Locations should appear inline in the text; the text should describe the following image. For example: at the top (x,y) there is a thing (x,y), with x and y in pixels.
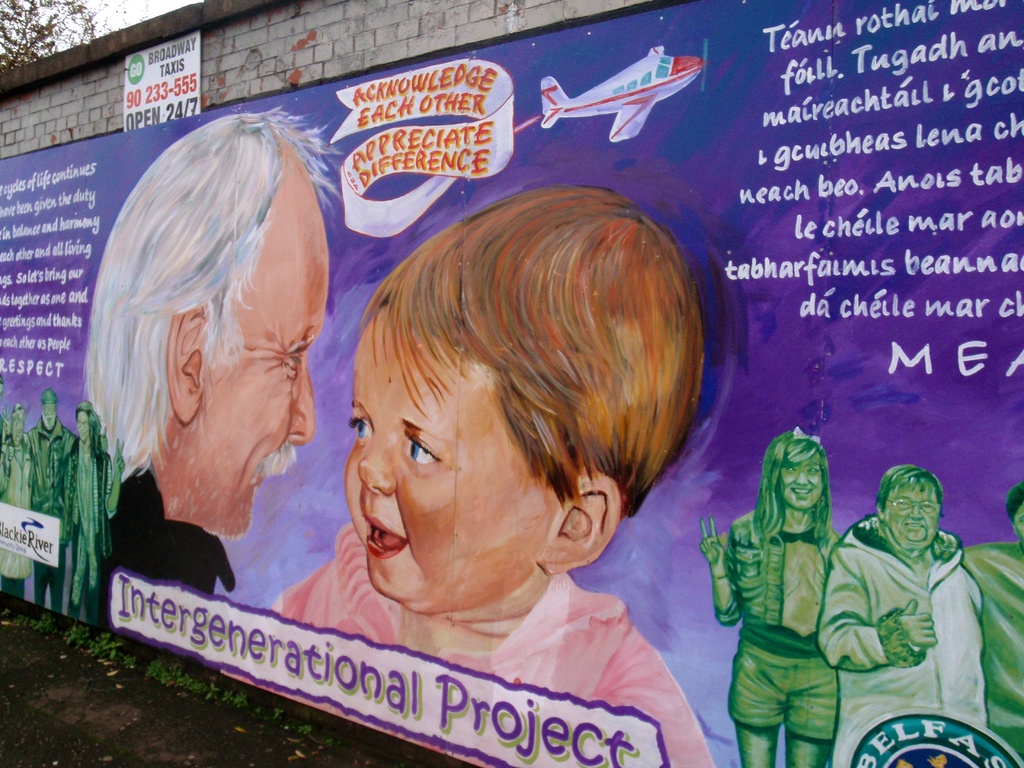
In this image there is a banner (227,267) with some text (72,306) written on it and there are images (402,397) of the persons (150,405) on the banner (339,302). In the background (332,55) there is a wall (345,53) and there is a tree (51,18).
